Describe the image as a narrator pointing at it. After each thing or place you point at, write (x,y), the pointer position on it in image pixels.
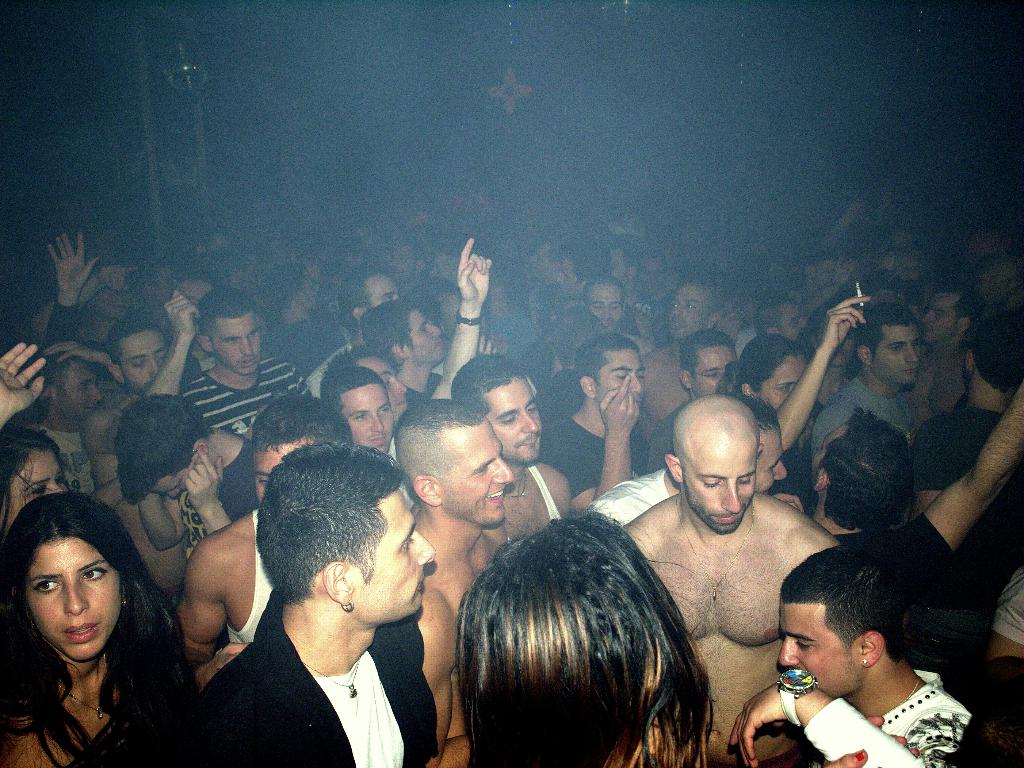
In this image I can see a crowd (655,631). In the background (812,153) I can see a dark color. This image is taken may be during night in a club.
